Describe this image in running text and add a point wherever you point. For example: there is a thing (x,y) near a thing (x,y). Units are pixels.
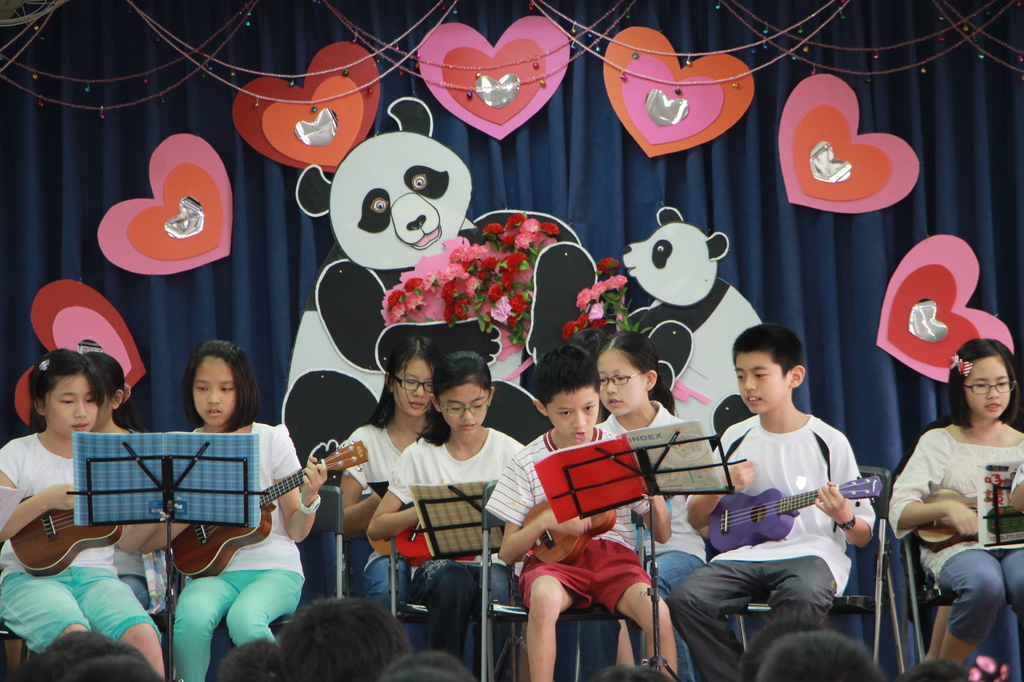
This picture shows a group of people (782,326) performing with a guitars (196,540) on the dais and we see audience (959,681) watching them.
